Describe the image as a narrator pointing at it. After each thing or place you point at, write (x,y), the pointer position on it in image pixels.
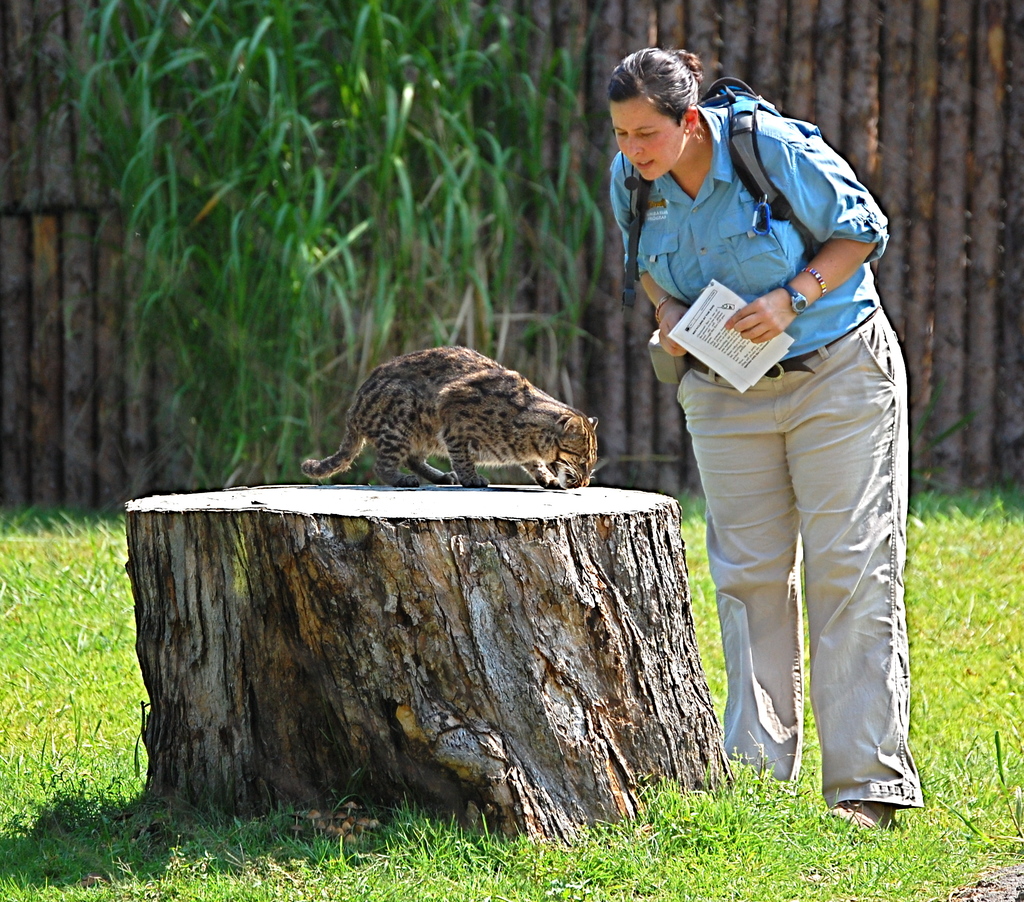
In this image there is a cat (438,382) on a log (545,732) and a woman (760,404) standing on a grassland (914,516), in the background (399,261) there are plants (340,112) and a wooden wall (893,98).
